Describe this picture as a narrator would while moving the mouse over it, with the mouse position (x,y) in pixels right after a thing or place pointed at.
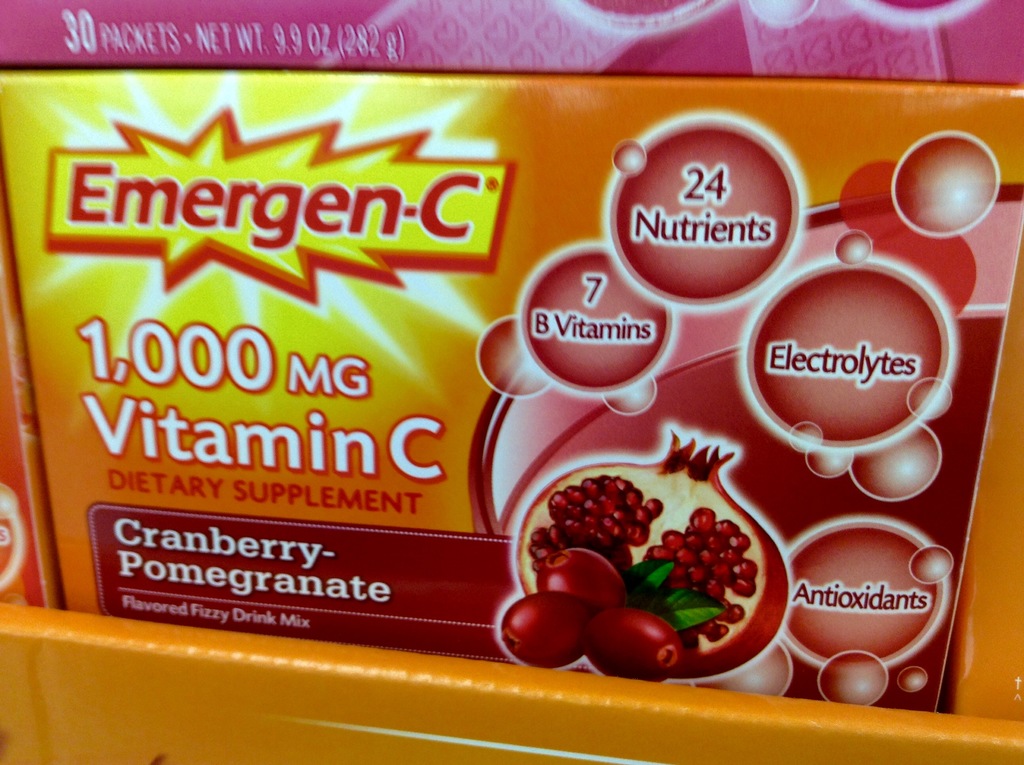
In this image we can see the boxes (443,335), on the boxes (357,386), we can see some text (371,505) and images (582,554).
